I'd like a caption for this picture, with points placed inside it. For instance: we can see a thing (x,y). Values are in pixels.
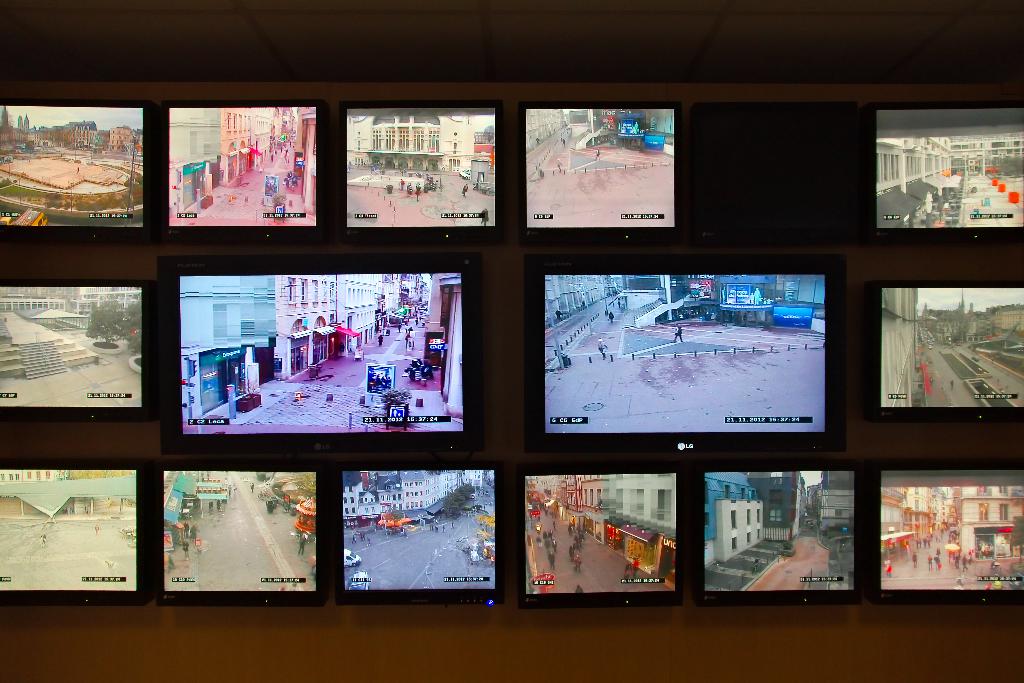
In this image we can see few televisions (528,205) on the wall (335,641).
